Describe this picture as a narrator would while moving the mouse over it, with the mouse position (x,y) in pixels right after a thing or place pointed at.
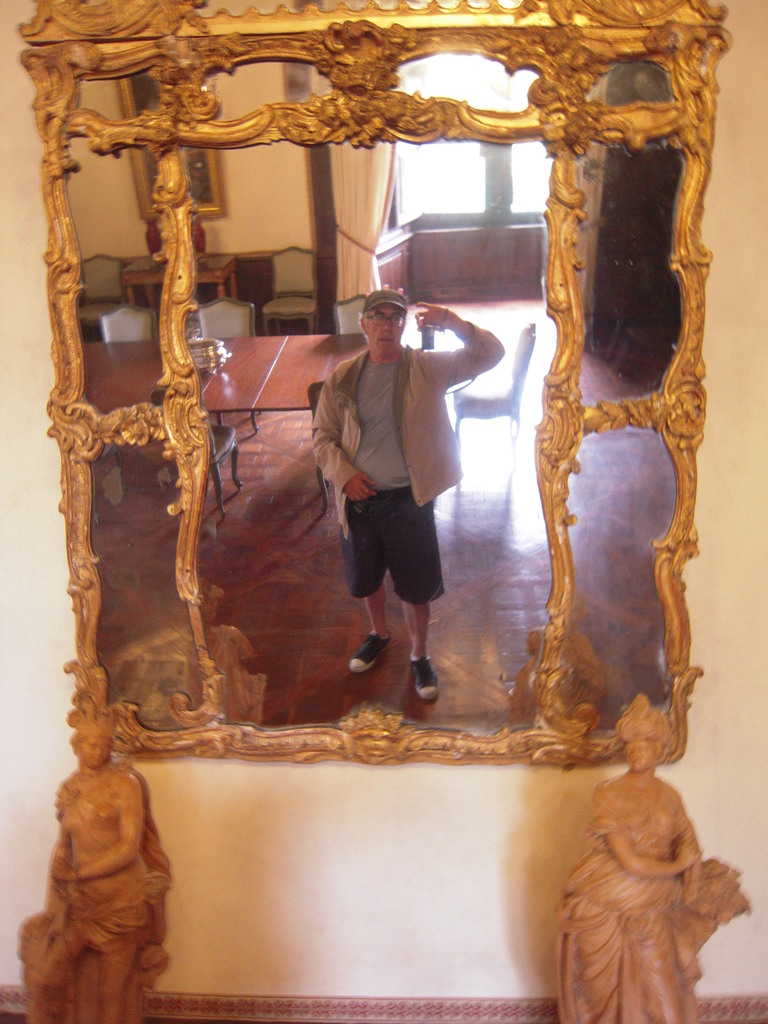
There are two statues (65,878) present at the bottom of this image (163,927), and there is a wall (200,923) in the background (75,641). We can see is a reflection (370,482) of a person (416,456) and tables (270,376) in the mirror (537,296) which is attached to the wall (731,353).
